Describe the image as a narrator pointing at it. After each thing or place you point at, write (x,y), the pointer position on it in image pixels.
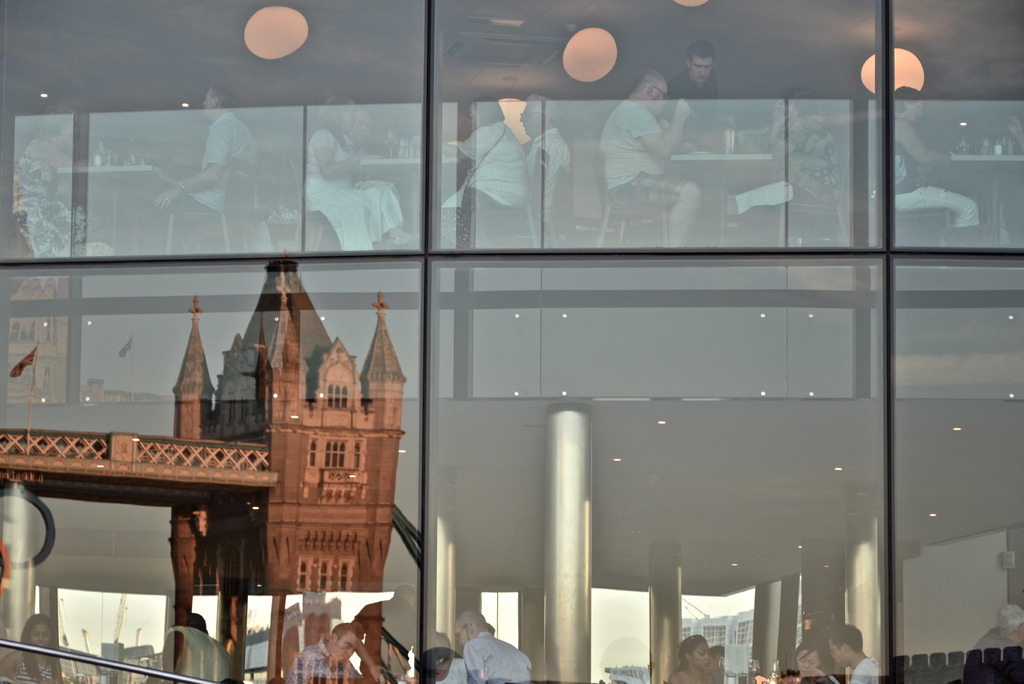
In this picture I can observe glass building (392,216). Inside the building (567,191) I can observe some people (342,154) sitting on the chairs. I can observe reflection (94,462) of a bridge (183,516) in the glass (238,468) on the left side (223,456).
